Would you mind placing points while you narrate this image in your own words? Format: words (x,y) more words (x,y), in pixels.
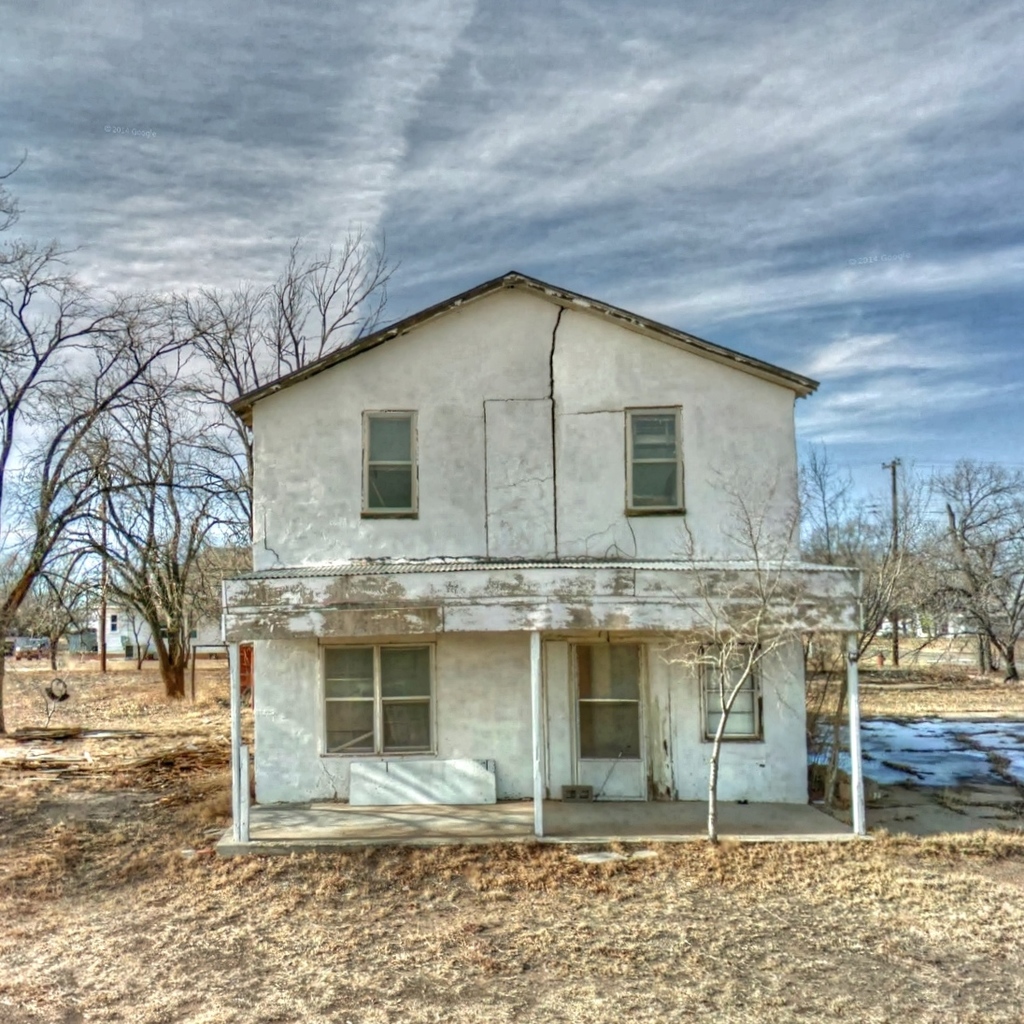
At the bottom (521,915), we see the dry grass (674,936). In the middle (667,468), we see the poles (532,677) and a building (573,537) in white color. There are trees (159,595), electric poles (105,561) and the buildings (131,612) in the background (109,620). At the top (574,224), we see the sky (519,211).
